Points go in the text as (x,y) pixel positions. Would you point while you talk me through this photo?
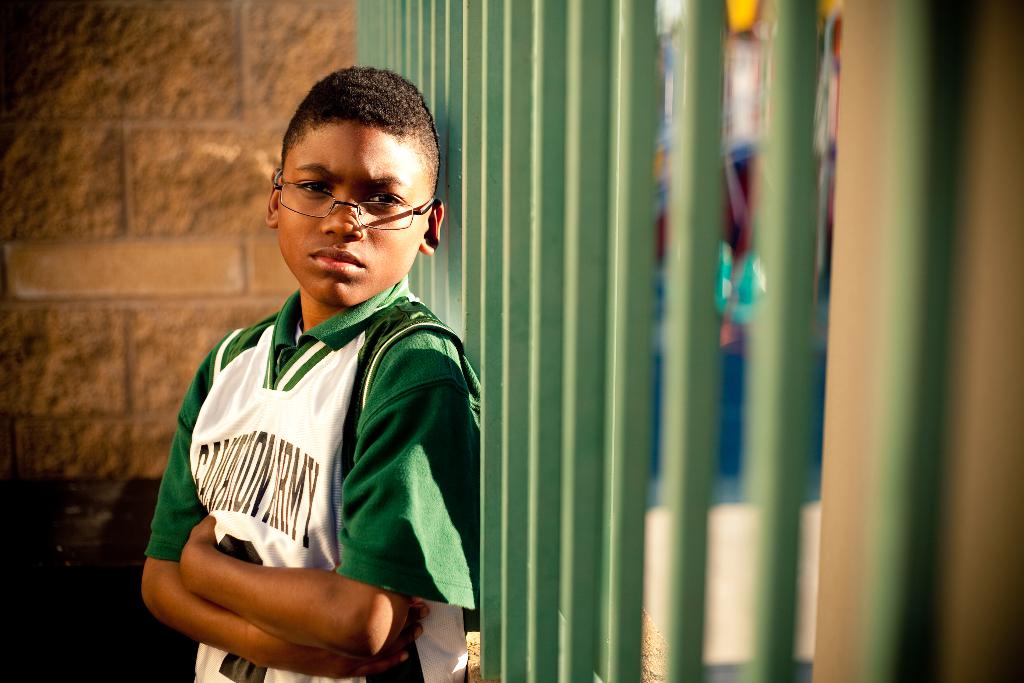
In this image we can see a boy (337,428) wearing specs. In the back (216,177) there is a wall (172,194). Near to him there is a railing (568,230) with poles (694,405). In the background (730,143) it is blur.
